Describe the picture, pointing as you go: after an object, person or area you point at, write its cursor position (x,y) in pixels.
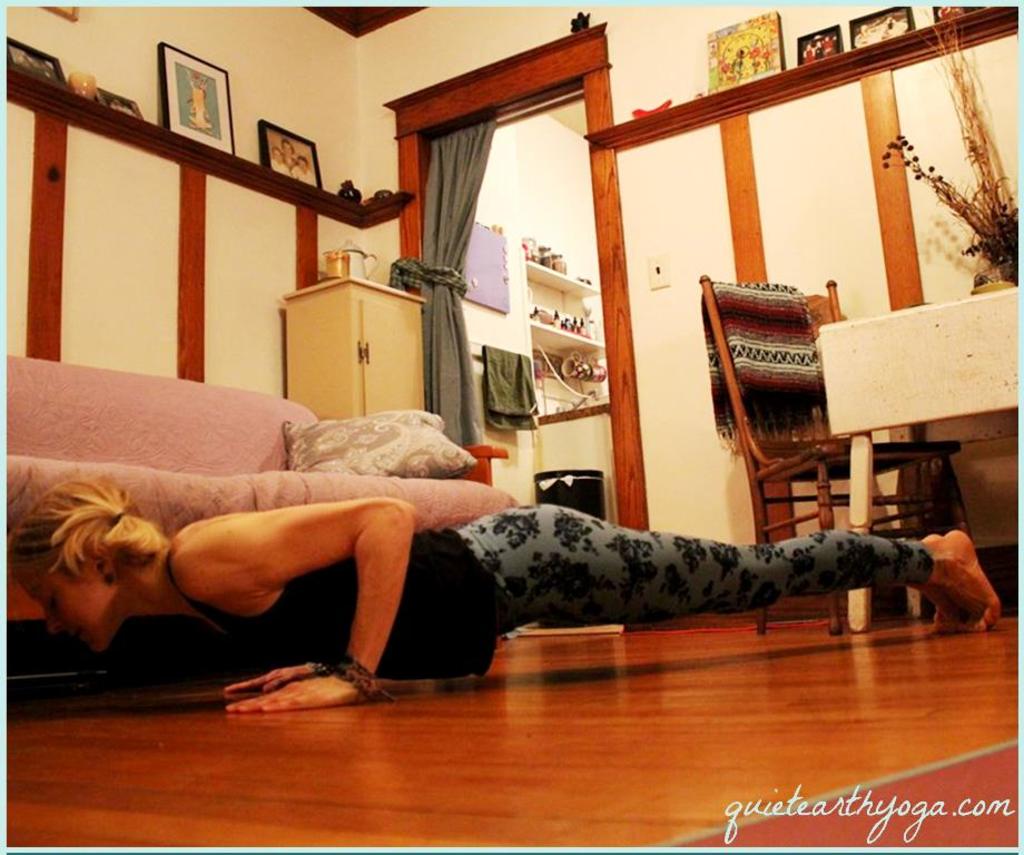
There is a woman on a floor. She is doing exercise. This is sofa (156,447). This is a chair (812,439).
